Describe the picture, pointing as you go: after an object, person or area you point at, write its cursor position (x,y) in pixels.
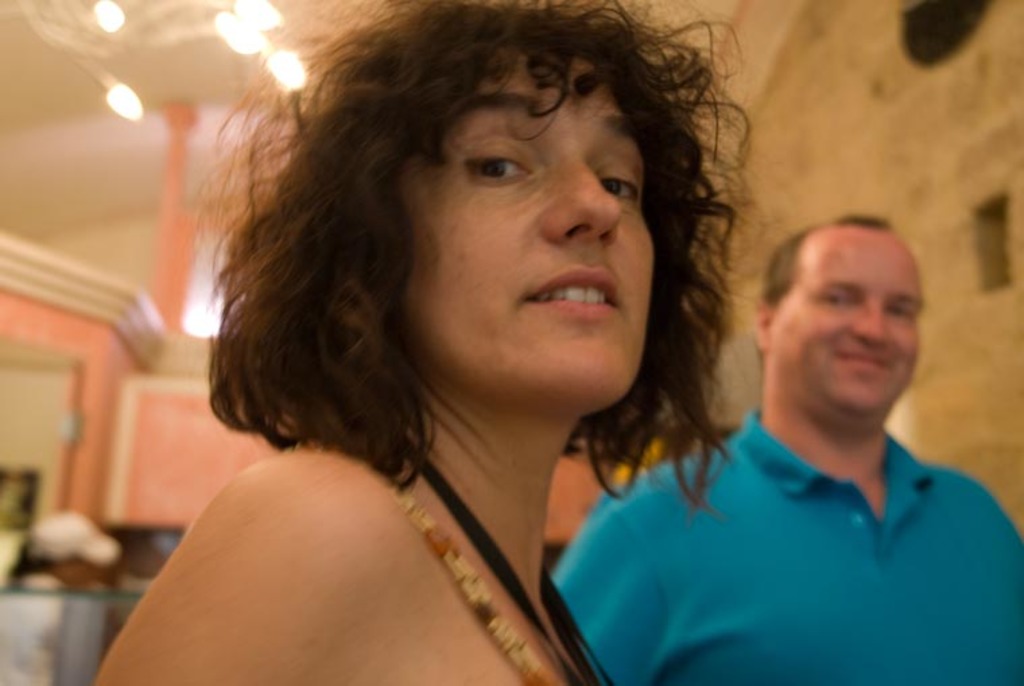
In this image we can see two persons (686,433) one lady (686,433) and one male person (759,550) who is wearing blue color T-shirt (827,513) standing at the background of the image (731,573) and at the foreground of the image (633,292) there is lady person's face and at the background of the image (125,242) there are some lights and wall (150,446).
